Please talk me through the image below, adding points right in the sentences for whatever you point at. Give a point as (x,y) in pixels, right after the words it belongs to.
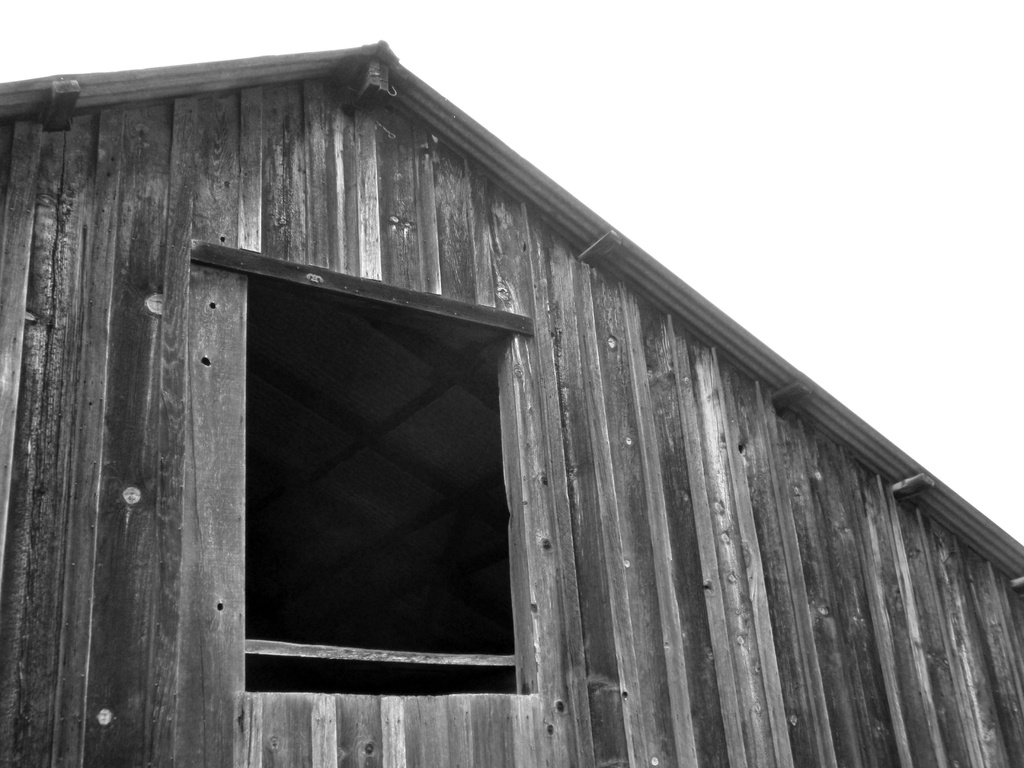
This is a black and white image of a building (505,486) with wooden wall (279,253). Also there is a square hole (423,457) in the wall (560,460). In the background (660,107) it is white.
